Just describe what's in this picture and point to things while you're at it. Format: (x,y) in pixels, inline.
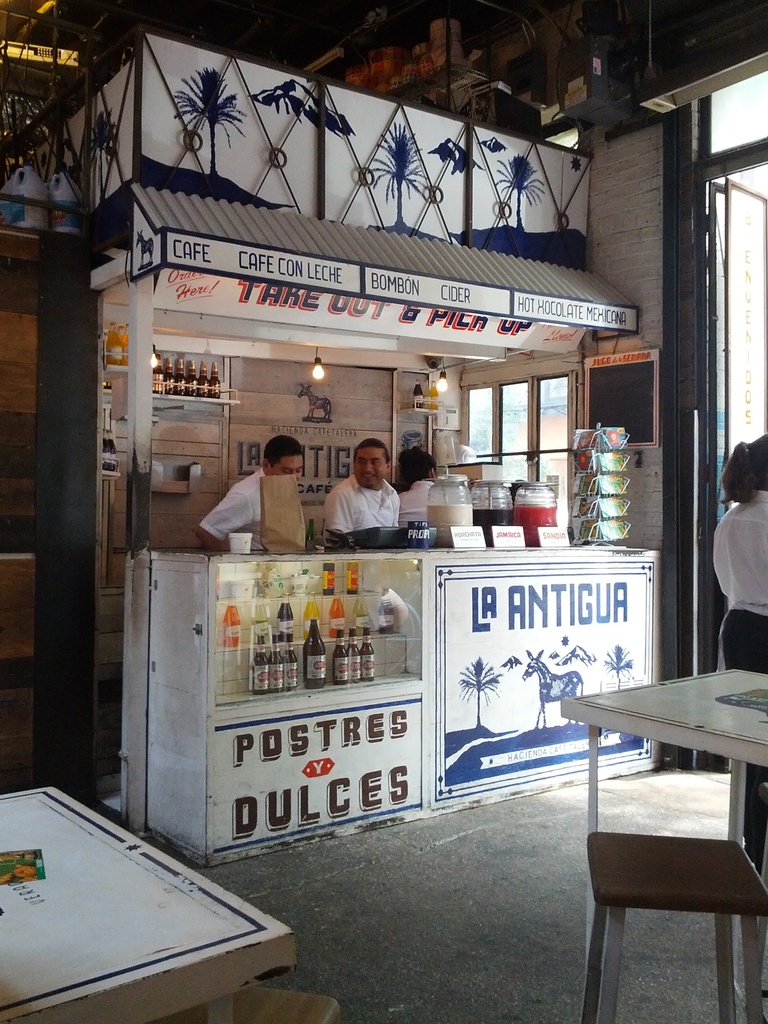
In the image there are four people (759,562). Two people (373,507) are standing in front of a table (291,552), on table (284,558) we can see a carry bag (284,535), jar (457,518) with some ingredients (468,513). On right side (713,277) there is a door (746,296) which is opened. On left side (34,834) we can see a table (162,954) and roof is on top (360,62).
